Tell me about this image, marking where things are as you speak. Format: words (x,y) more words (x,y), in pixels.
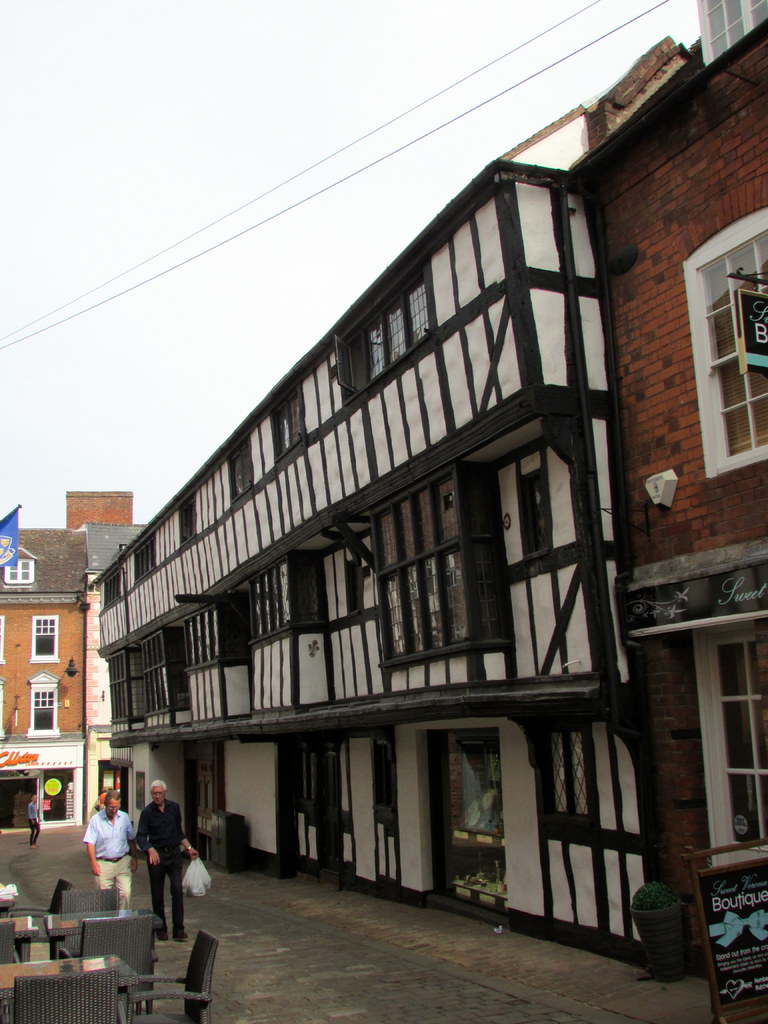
In this image I can see two persons (175,844) wearing shirts (117,836) and pants (152,881) are standing and one of them is holding a white colored bag (196,871) in his hand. I can see few tables (29,928) and few chairs (89,902) around them, a bin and a board (721,941). In the background (55,726) I can see few buildings (67,643), a person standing on the road (78,834), a flag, few wires (9,340) and the sky (173,215).
